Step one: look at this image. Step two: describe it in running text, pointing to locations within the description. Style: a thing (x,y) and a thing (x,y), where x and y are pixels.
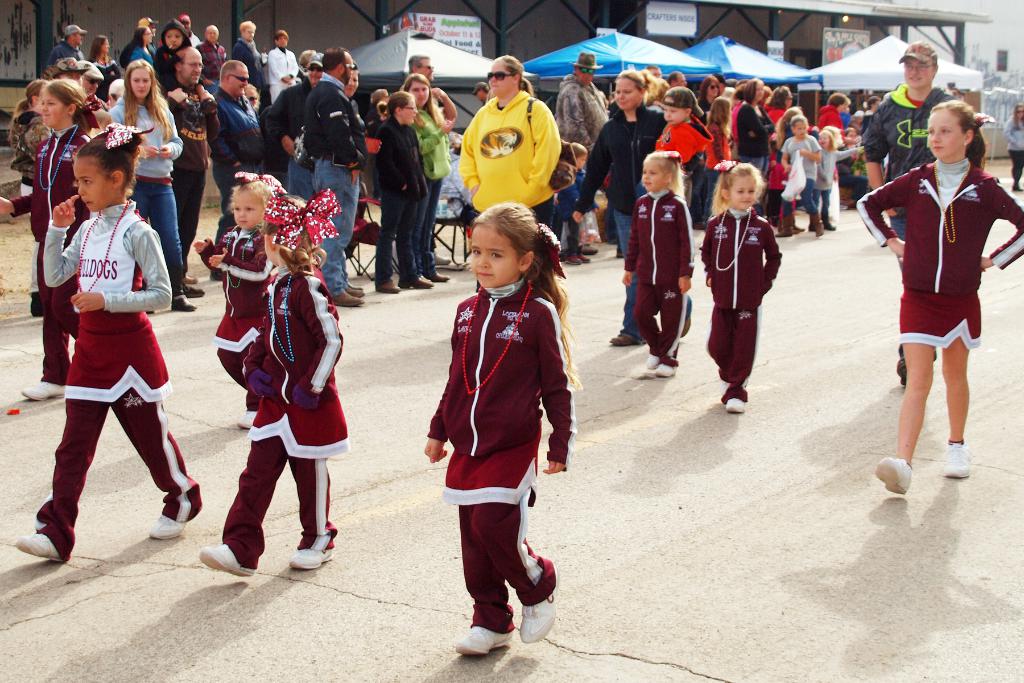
In the background (699,49) we can see tents (389,49). We can see people (930,50) standing. On the road (759,511) we can see children (952,360) are walking.
